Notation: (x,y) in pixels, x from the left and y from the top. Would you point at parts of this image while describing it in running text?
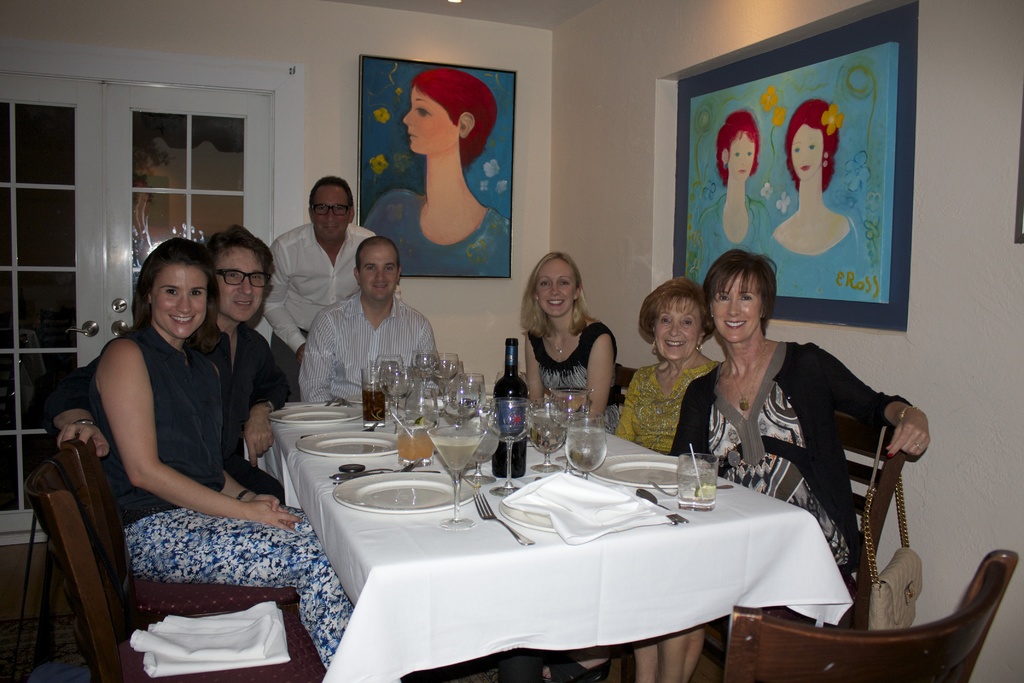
In this picture there are group of people (250,357) who are sitting on the chair (892,465). A man (291,313) is standing at the back (305,307). There are glasses (494,434), spoon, forks (485,507), straw (693,457), white cloth (594,517), plates (400,477) on the table (473,501). There are two frames (403,96) on the wall (594,258). A white cloth (190,653) is kept on the chair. A cream handbag (887,579) is on the chair (878,491).
